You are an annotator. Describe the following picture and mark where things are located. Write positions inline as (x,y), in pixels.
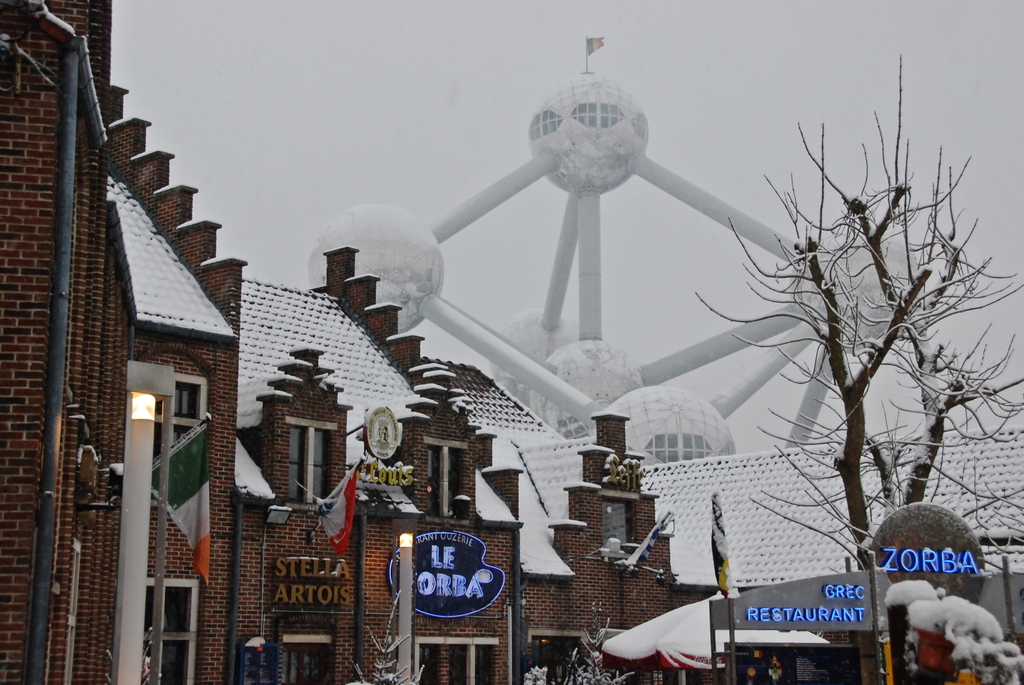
This image consists of buildings (8,375) on which there is snow (362,382). To the right (843,338), there are trees (795,292). At the top (345,72), there is a sky (328,84).
